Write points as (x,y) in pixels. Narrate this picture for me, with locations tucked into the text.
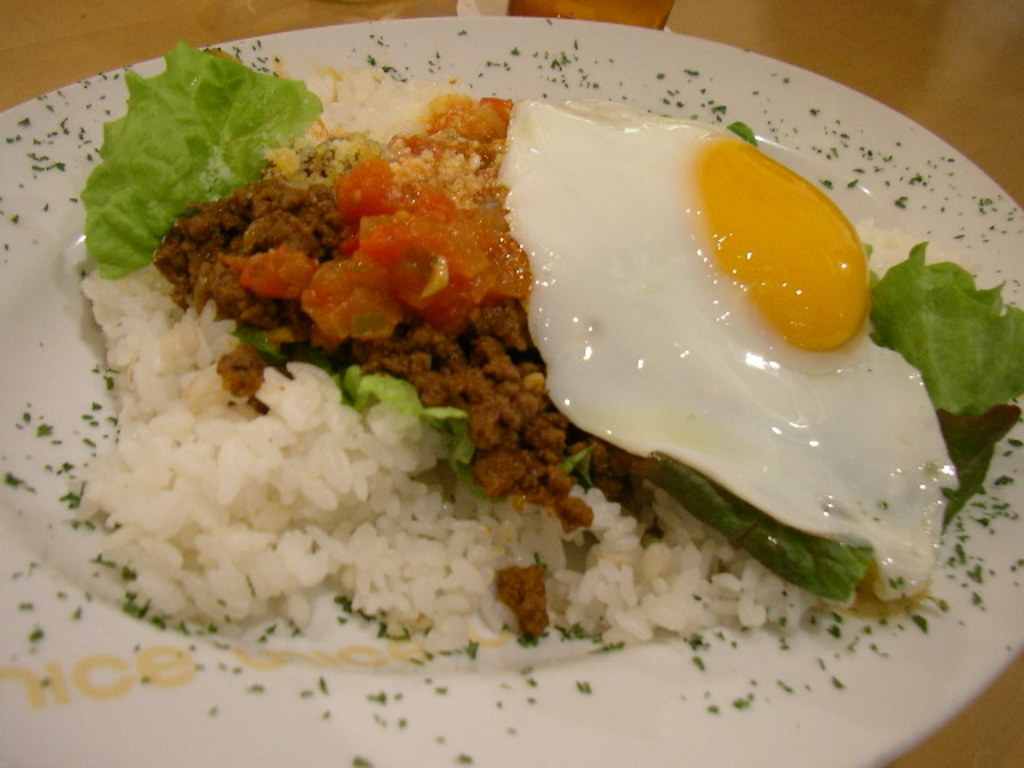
In this picture, we see a plate (327,722) containing rice (279,551), fried egg (638,308) and ground meat (277,180), tomato (378,182) and lettuce (190,161) is placed on the table (39,73). In the right top of the picture (872,87), it is brown in color.
